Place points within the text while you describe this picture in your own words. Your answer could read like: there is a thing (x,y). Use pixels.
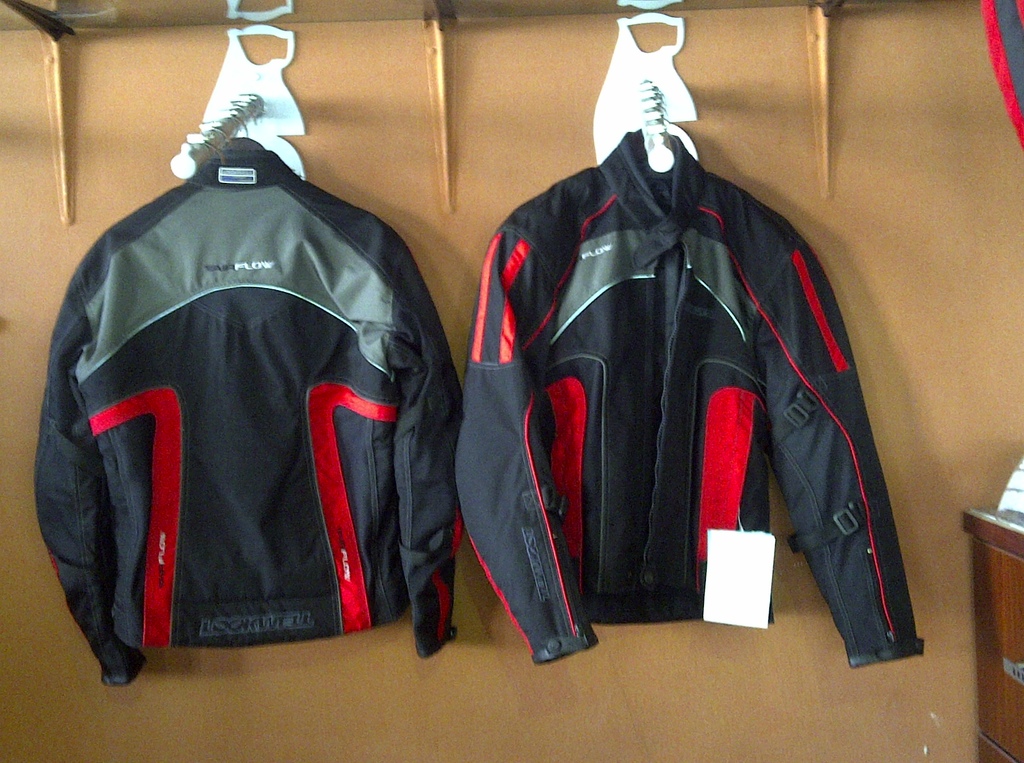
In this picture I can see there are two coats (337,567) and they are placed to the hanger (596,151) and there is a white object (199,136) attached to the wall (527,80), the coats (171,465) are in black, gray and red colors, the coat (677,341) at the right side (690,398) is having a tag (744,562) and there is a red color object (997,53) and a wooden object (999,584) onto right side (992,33).
